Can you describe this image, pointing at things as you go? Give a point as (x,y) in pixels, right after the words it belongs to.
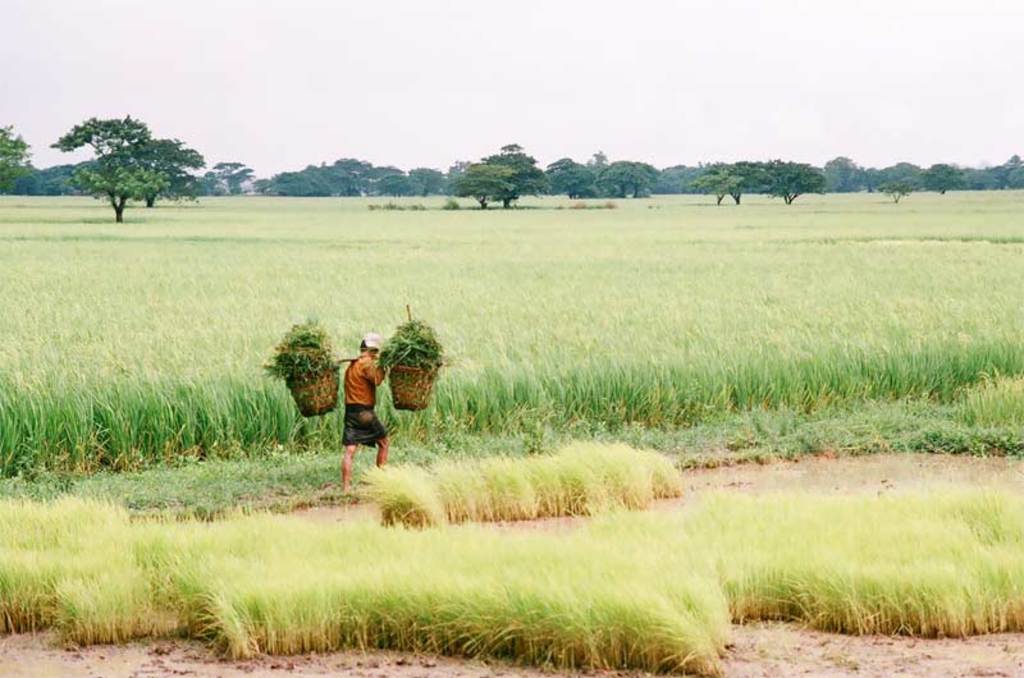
There is a field (199,323). One person (361,382) is holding baskets (334,404) with grass (297,369). In the background (480,180) there are trees (105,170) and sky (457,46).
